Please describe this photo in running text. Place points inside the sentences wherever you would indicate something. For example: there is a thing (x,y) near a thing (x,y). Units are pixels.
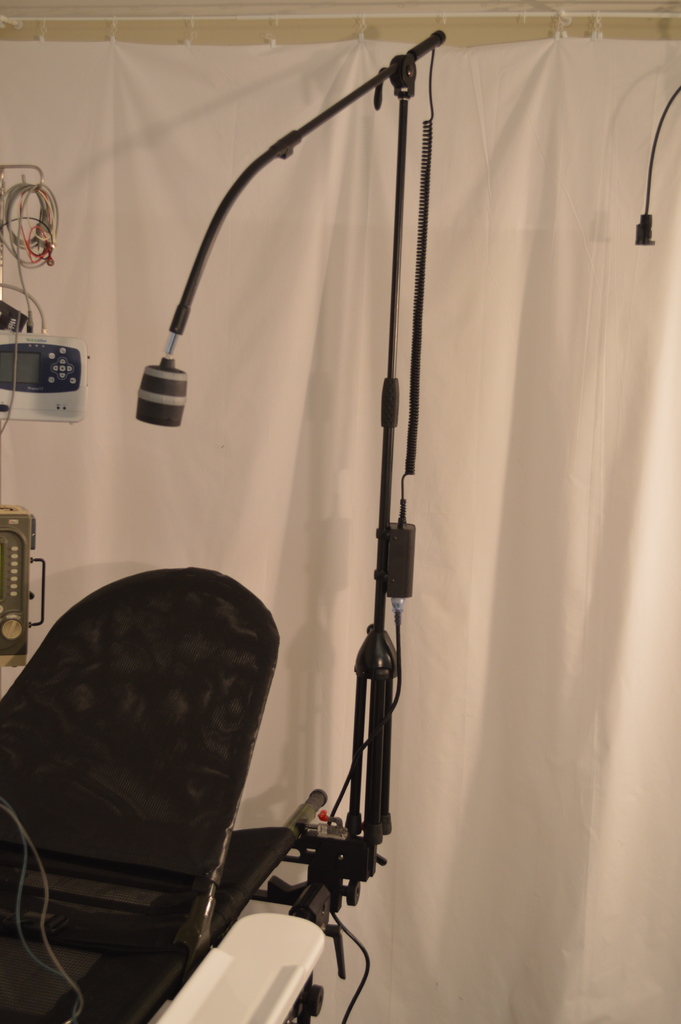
In this image we can see a microphone (170,399) placed on a stand (381,598) attached to a table (265,965). In the background (478,992), we can see a white cloth (608,426) and some machines (69,361).
